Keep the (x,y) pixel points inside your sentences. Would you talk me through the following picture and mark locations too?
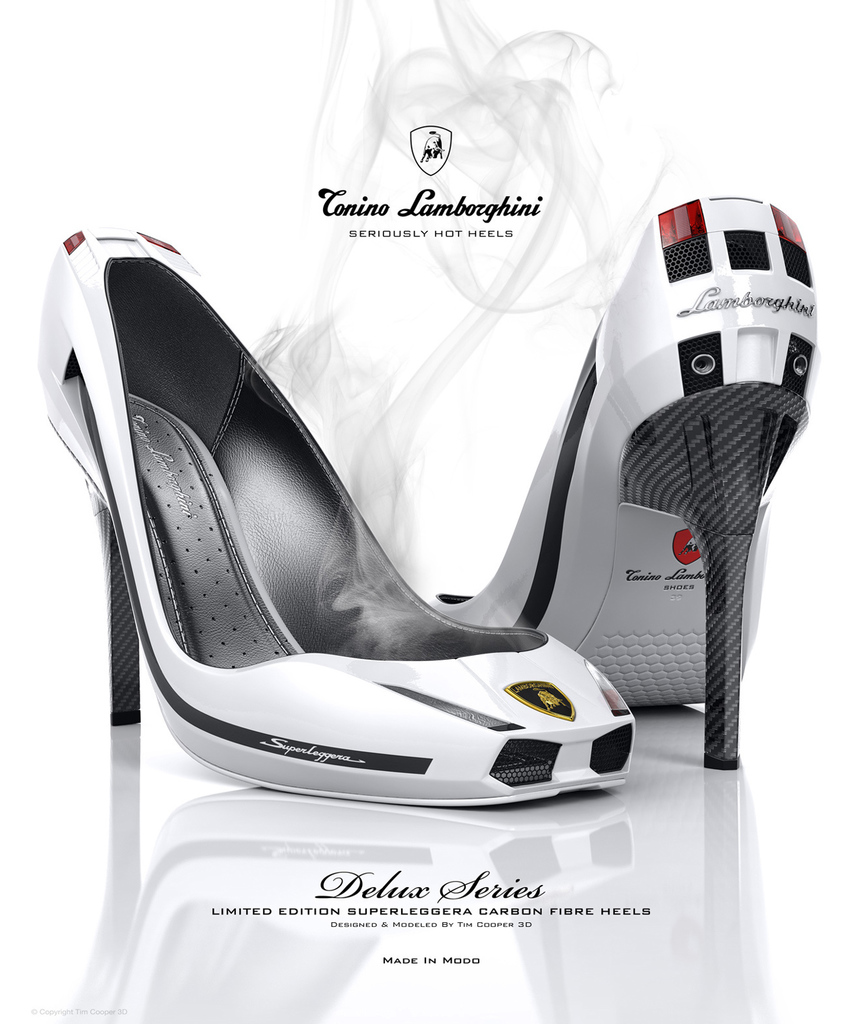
In this picture I can observe footwear (297,501) which are in white and black color. I can observe some text (348,895) on the bottom of the picture (386,959). The background (170,123) is in white color.
